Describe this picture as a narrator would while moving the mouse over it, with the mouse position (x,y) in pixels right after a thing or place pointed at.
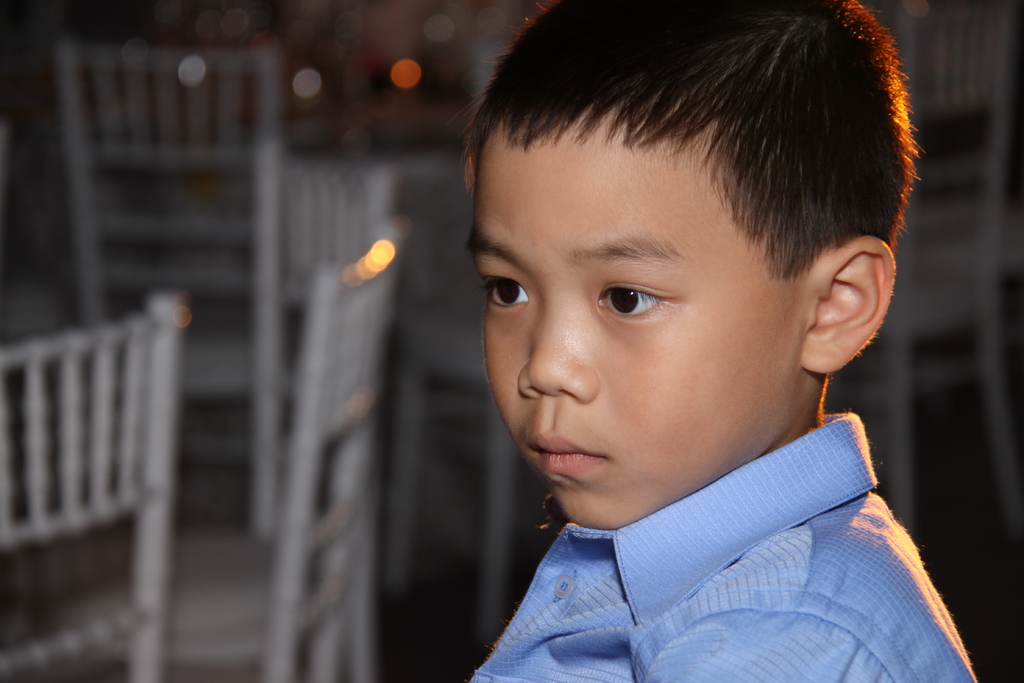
In this image I can see a boy (799,437) and I can see chairs (265,363) visible in the background (963,215).
